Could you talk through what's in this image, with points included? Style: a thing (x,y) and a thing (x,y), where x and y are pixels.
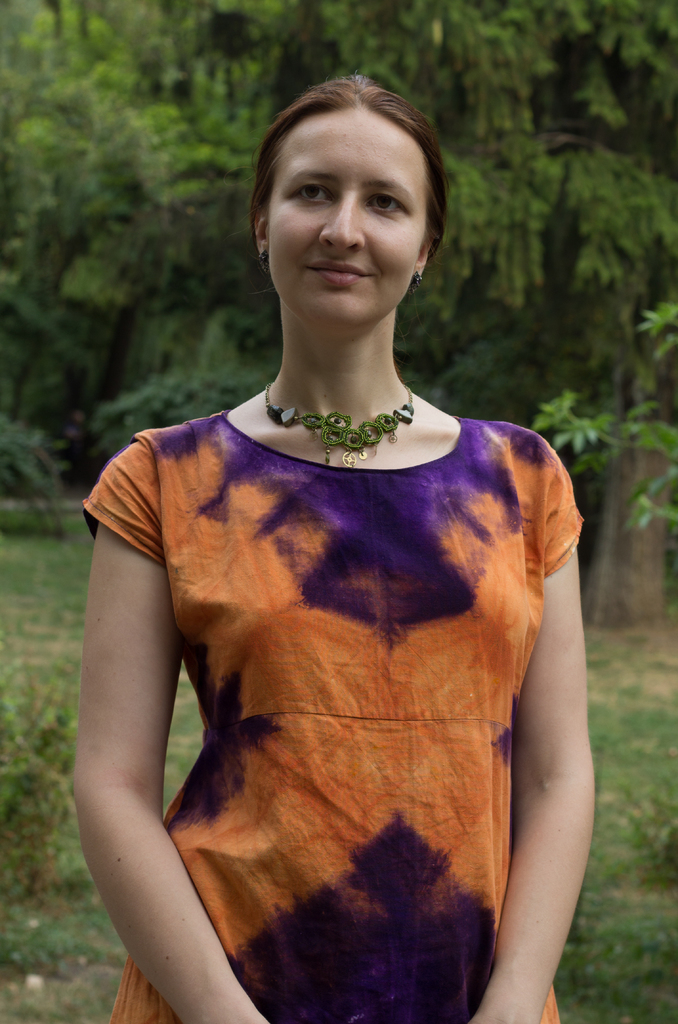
In the center of the image (338,414) we can see a lady (343,289) standing and smiling. In the background (92,181) there are trees (670,73). At the bottom (68,964) there is grass (579,965).
